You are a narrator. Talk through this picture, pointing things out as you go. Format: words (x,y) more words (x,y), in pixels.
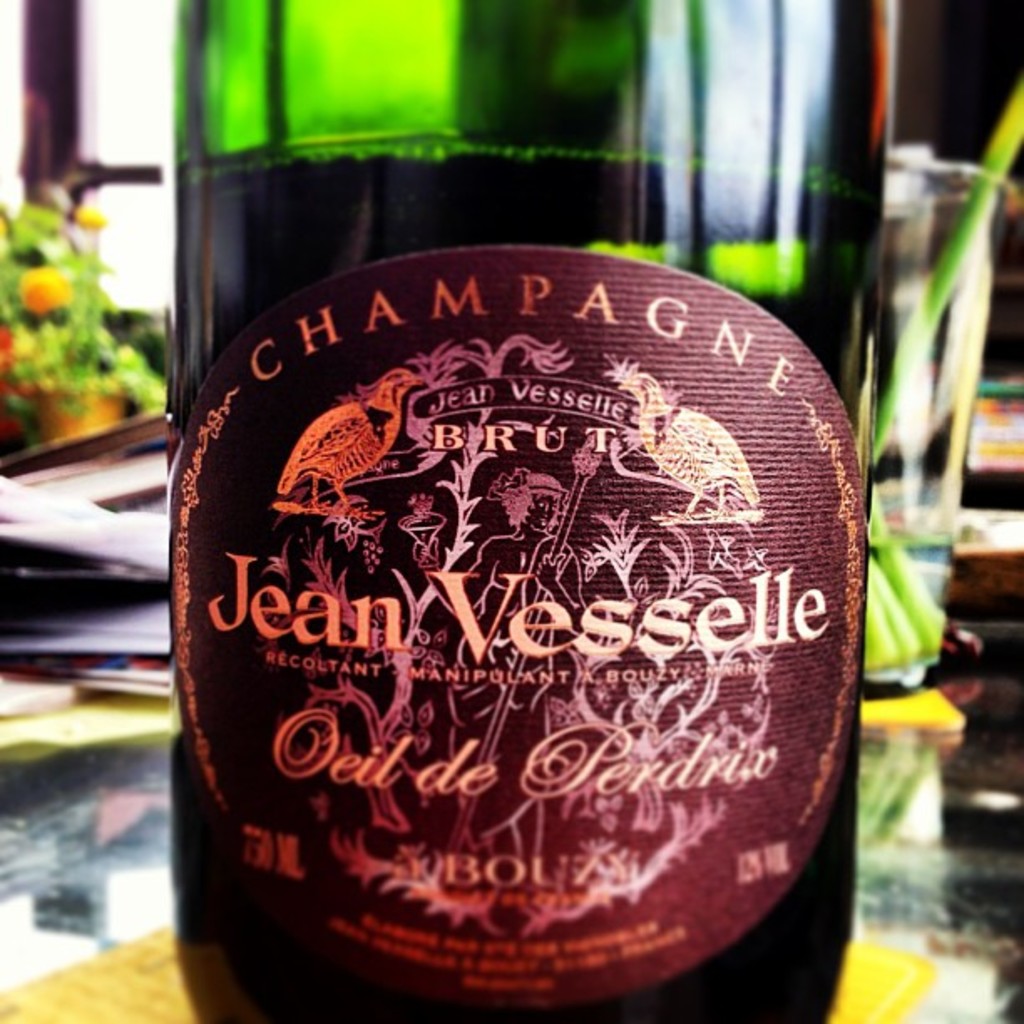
There is a green bottle (554,325) which has something written on it is placed on a table (147,851).
